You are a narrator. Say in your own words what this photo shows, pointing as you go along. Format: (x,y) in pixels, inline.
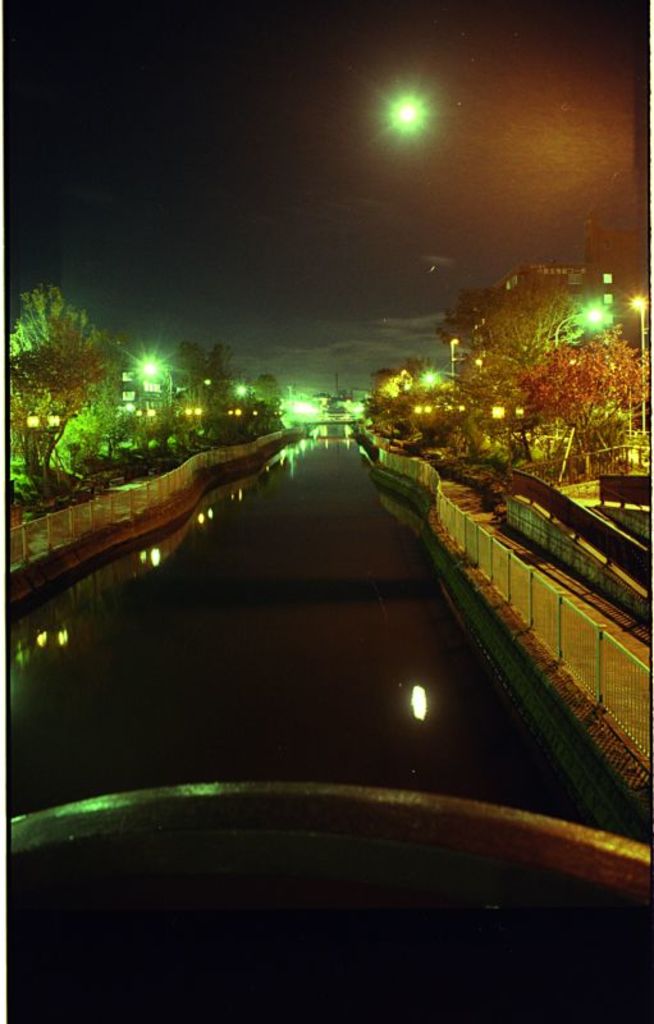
In this image there is the water (281,588) in the center (262,527). On the either sides of the water (253,477) there is a railing (165,480). There are trees (469,394) and lights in the image. At the top (455,246) there is the sky (393,240). There is a rod (279,807) at the bottom (355,807).
